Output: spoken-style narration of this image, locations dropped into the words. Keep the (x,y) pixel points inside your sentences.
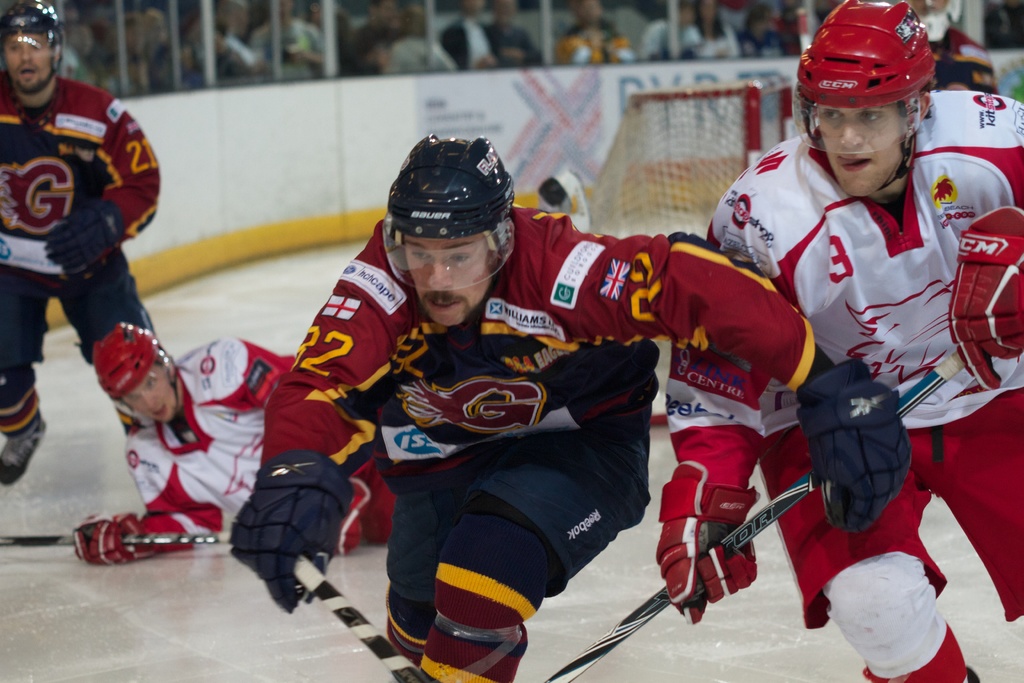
In this image, we can see some persons (587,361) wearing clothes (103,327) and playing ice hockey. There is a wall (311,174) at the top of the image (417,116).
